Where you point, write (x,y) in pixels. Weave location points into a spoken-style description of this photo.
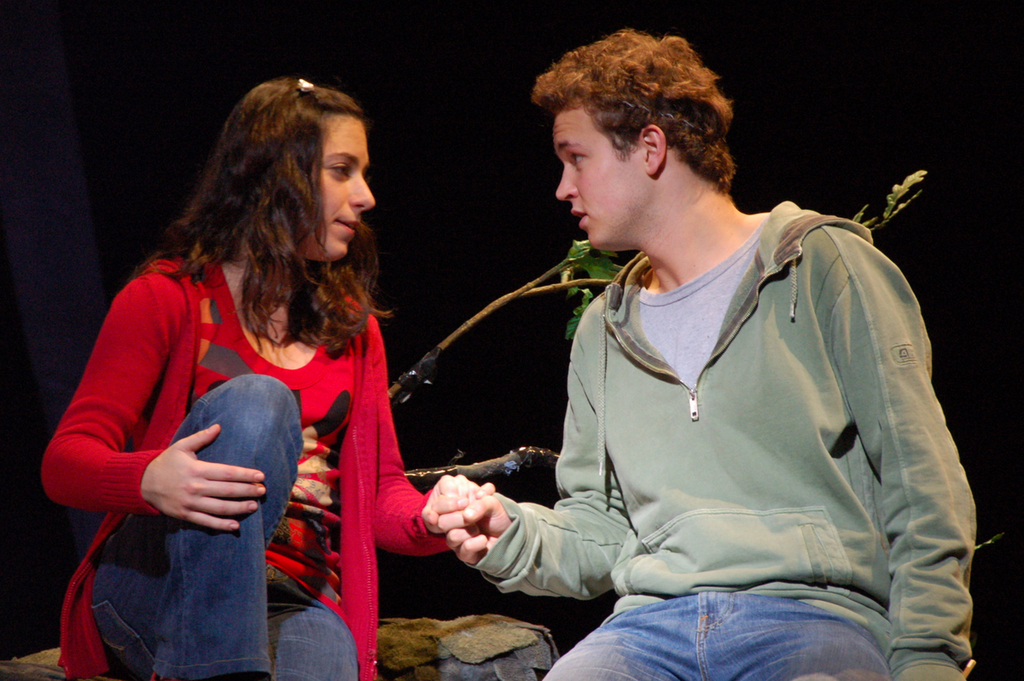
Here is the man (788,544) and woman (395,535) sitting and holding each other hands (451,503). This looks like a rock (450,646). I think this is a plant (531,290). The background (417,412) looks dark.
